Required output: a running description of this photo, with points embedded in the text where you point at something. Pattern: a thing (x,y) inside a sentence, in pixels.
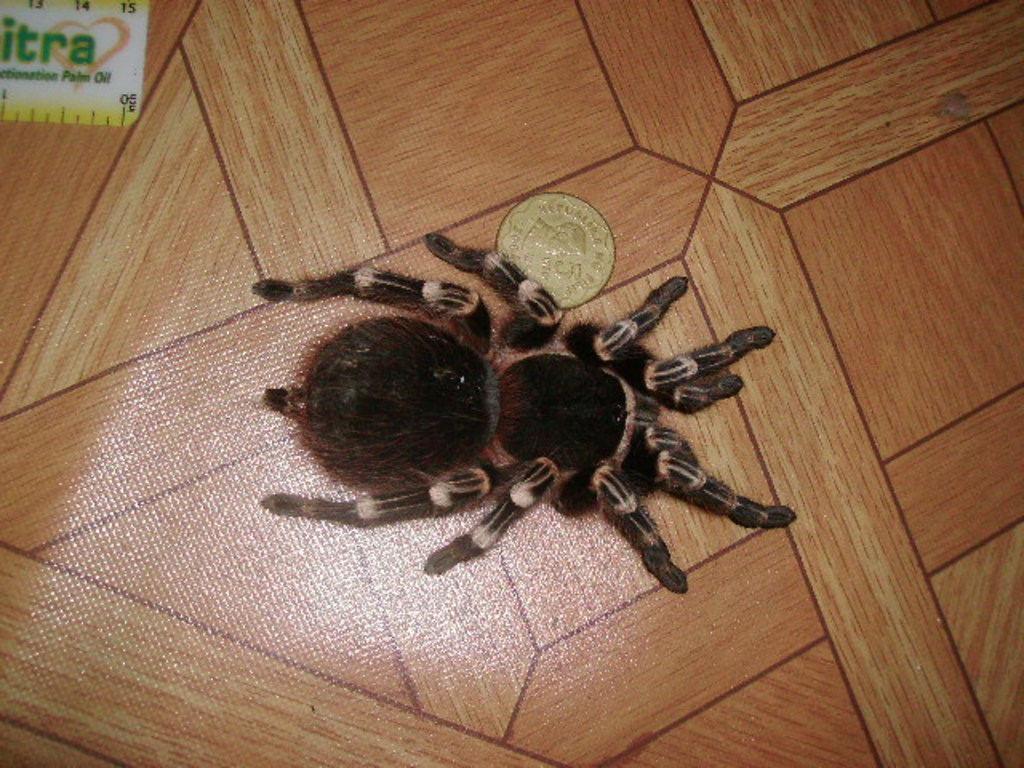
In this image I can see a spider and a coin (573,301) on the floor (581,624). This image is taken in a house (526,164).
